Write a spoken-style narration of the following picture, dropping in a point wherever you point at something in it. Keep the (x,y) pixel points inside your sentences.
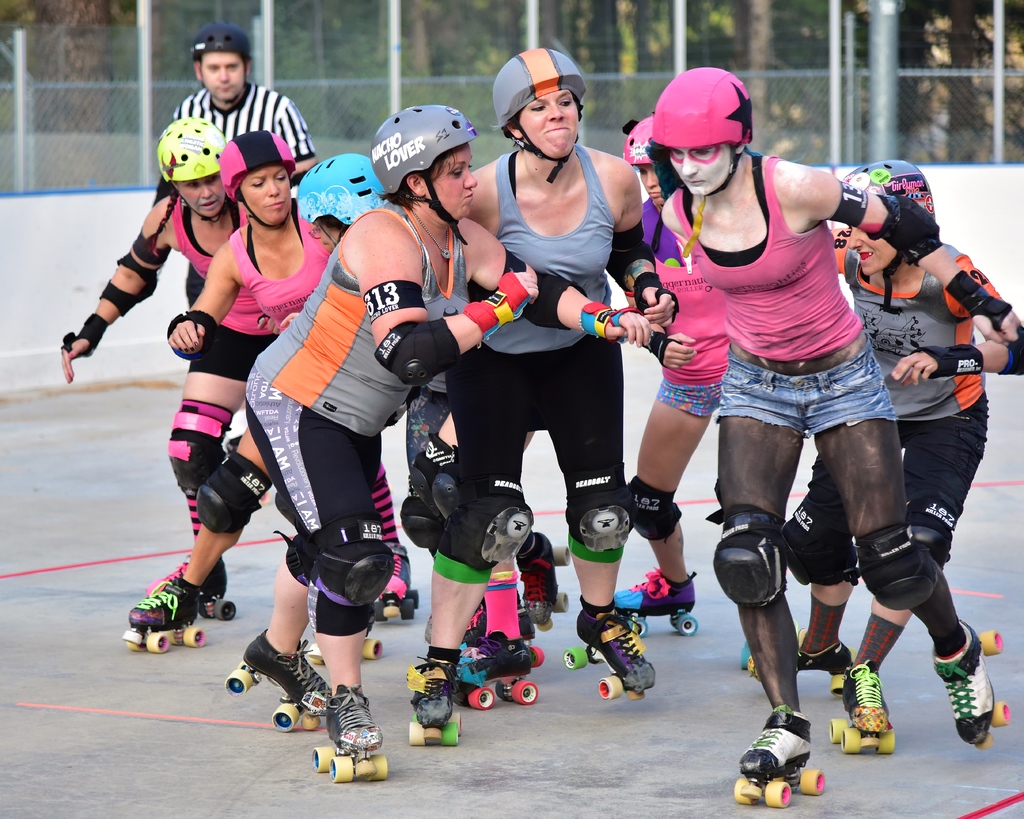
In this picture I can see few women (272,386) wore skating shoes (596,635) and skating and they wore helmets (405,120) on their heads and looks like they are trying to push each other and I can see a metal fence (1014,102) and a man (251,86) on the side and few trees (730,5) on the back (326,58).
